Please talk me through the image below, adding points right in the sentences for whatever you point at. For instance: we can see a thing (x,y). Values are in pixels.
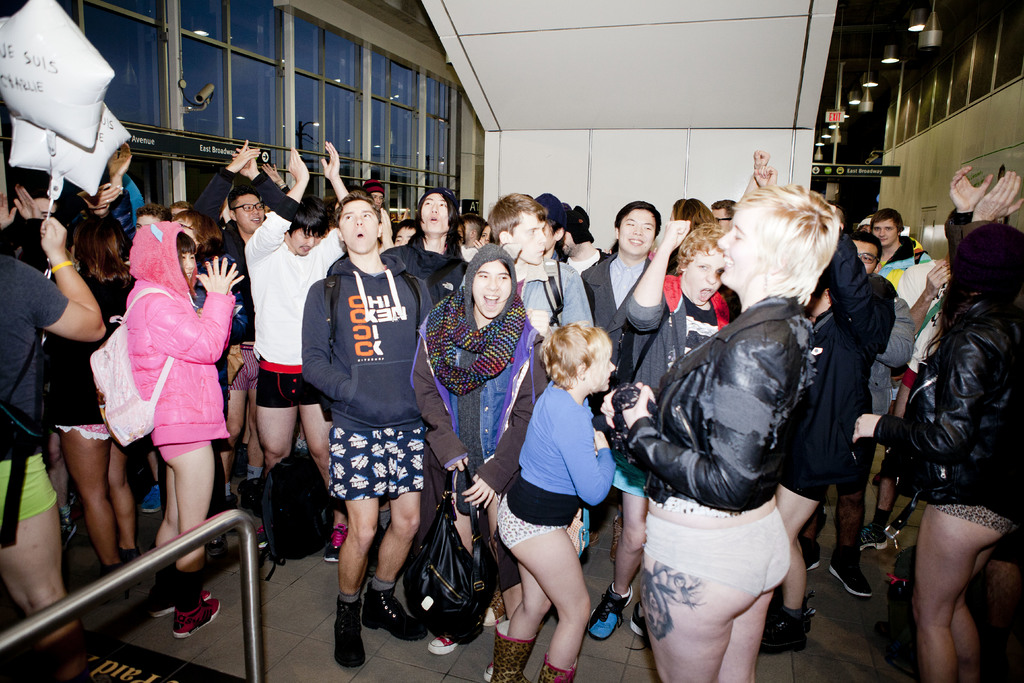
There are people (677,223) in the center of the image (623,285) and there are windows (965,74) on both the sides, there are lamps (893,55) and a roof (914,49) at the top side (893,69). There are star balloons (76,80) in the top left side (48,82) and there is a rod (136,578) in the bottom left side of the image (54,614).
